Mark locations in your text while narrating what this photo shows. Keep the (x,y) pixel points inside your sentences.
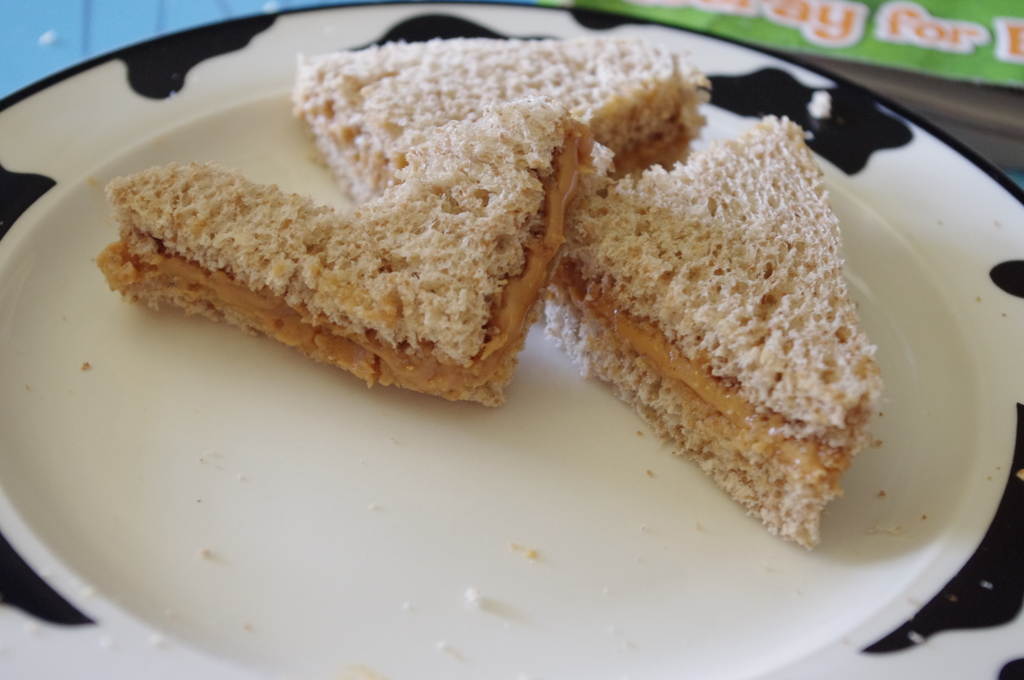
In the picture we can see a white color plate (398,502) with some black color designs (137,87) on it and in the plate (141,447) we can see some sandwich slices (485,120).
